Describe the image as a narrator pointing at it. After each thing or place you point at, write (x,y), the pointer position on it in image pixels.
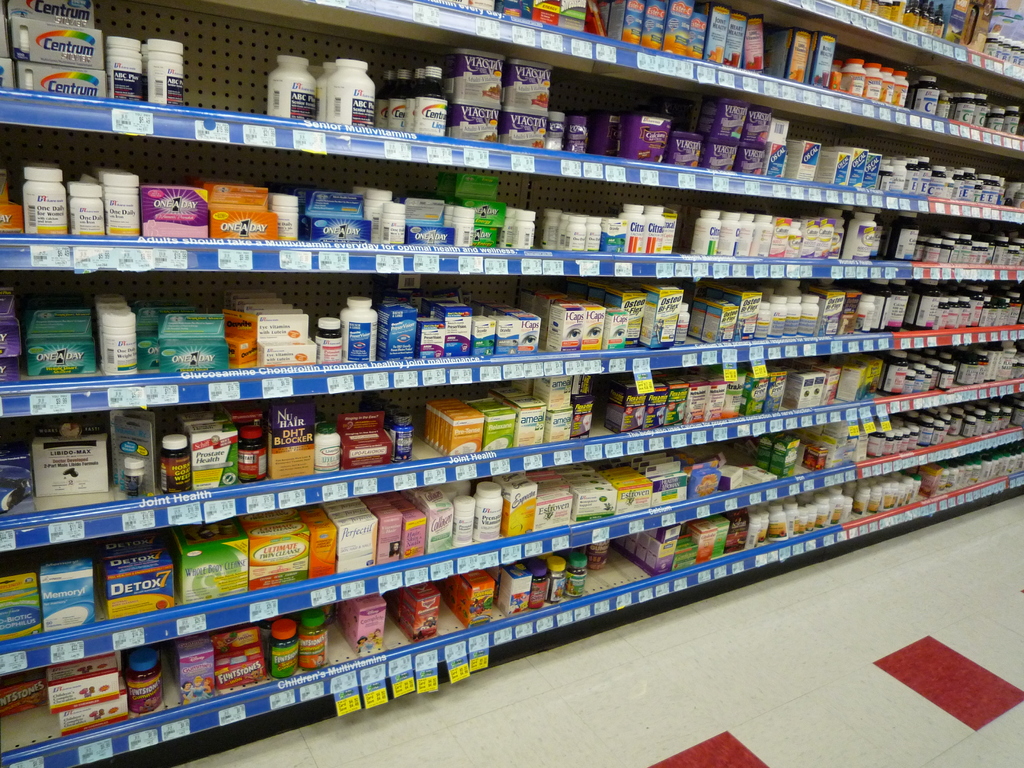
In this image I can see the medical products (400,118) on the rack shelf (651,435).
